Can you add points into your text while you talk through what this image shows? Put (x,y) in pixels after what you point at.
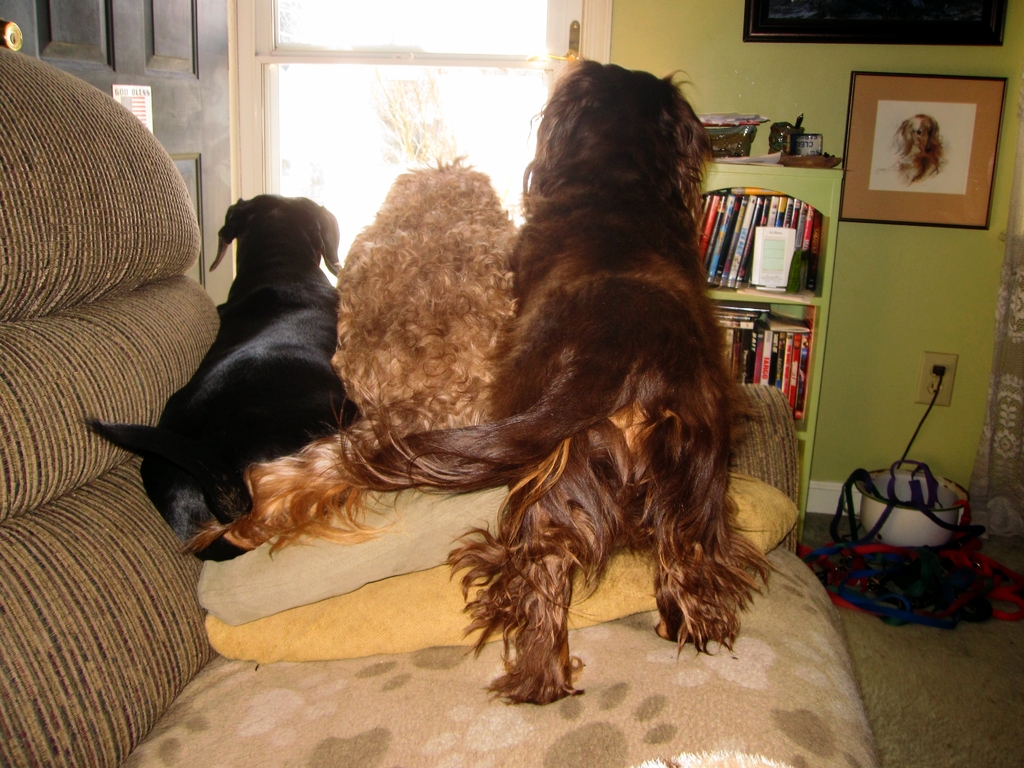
In this image we can see three animals (394,355) on a couch (223,683) placed on the ground (893,650). On the right side of the image (956,628) we can see a group of belts (945,572) and a bowl (946,504) on the ground (920,698). In the background (730,235) we can see books (743,231) placed in a cupboard rack (803,199), photo frame (934,153) on the wall (901,50) and a door (132,42).
